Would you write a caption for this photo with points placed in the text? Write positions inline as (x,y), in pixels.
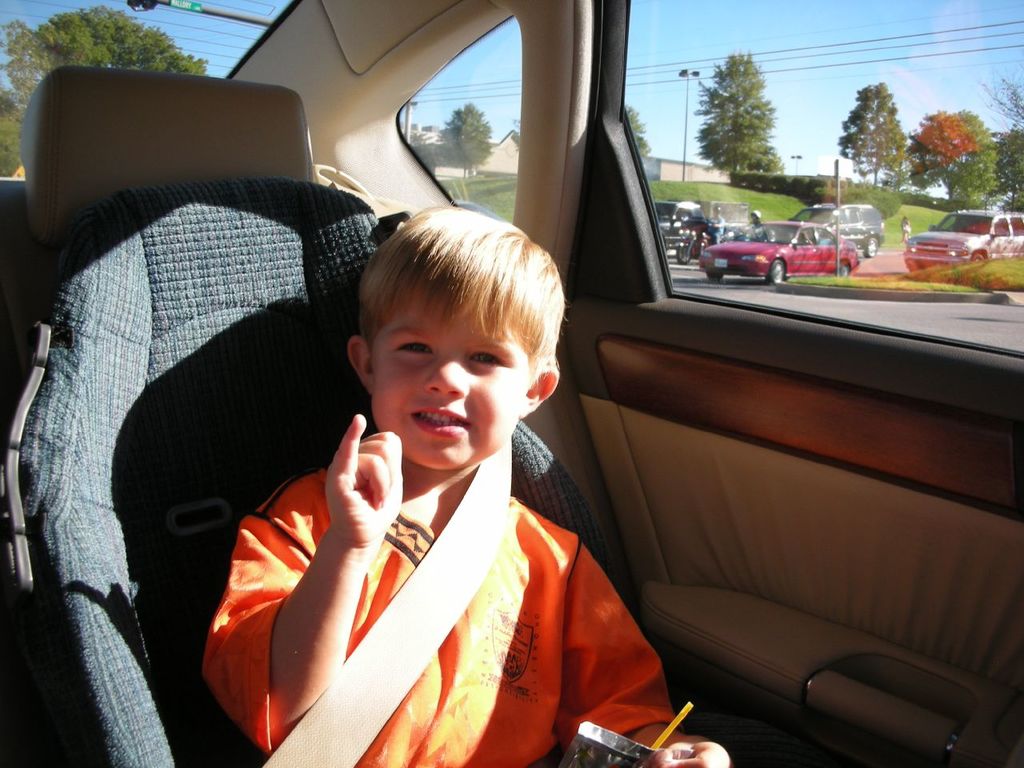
In this picture there is a boy (319,608) wearing an orange shirt (488,650) is holding a cover (624,751) on his hand (652,766). This boy (655,733) is sitting in the car (263,348). There are few cars (920,239) on the path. There are some trees (873,142) at the background (975,170).
